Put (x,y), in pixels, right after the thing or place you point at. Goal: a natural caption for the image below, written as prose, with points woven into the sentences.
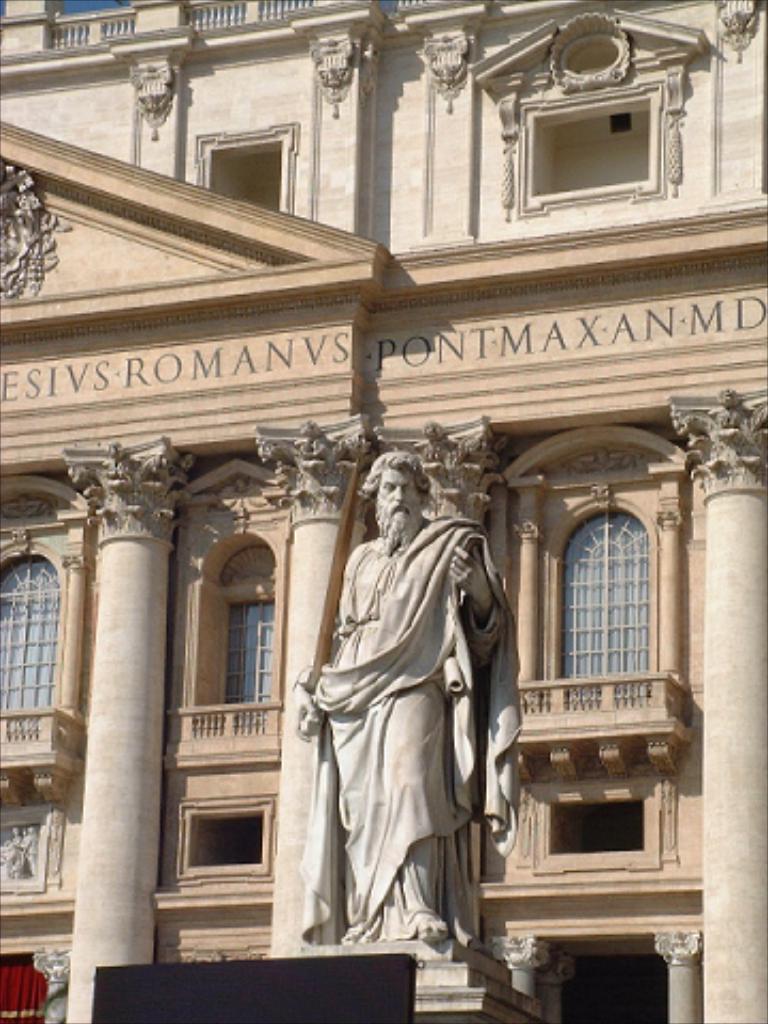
This picture is clicked outside. In the center (401,524) we can see the sculpture (380,466) of a man (401,524) standing and holding some object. In the background (414,410) we can see the text (683,325) on the building (250,494) and we can see the windows (243,633) and pillars (96,896) of the building (217,655) and we can see some other objects (45,1001).
